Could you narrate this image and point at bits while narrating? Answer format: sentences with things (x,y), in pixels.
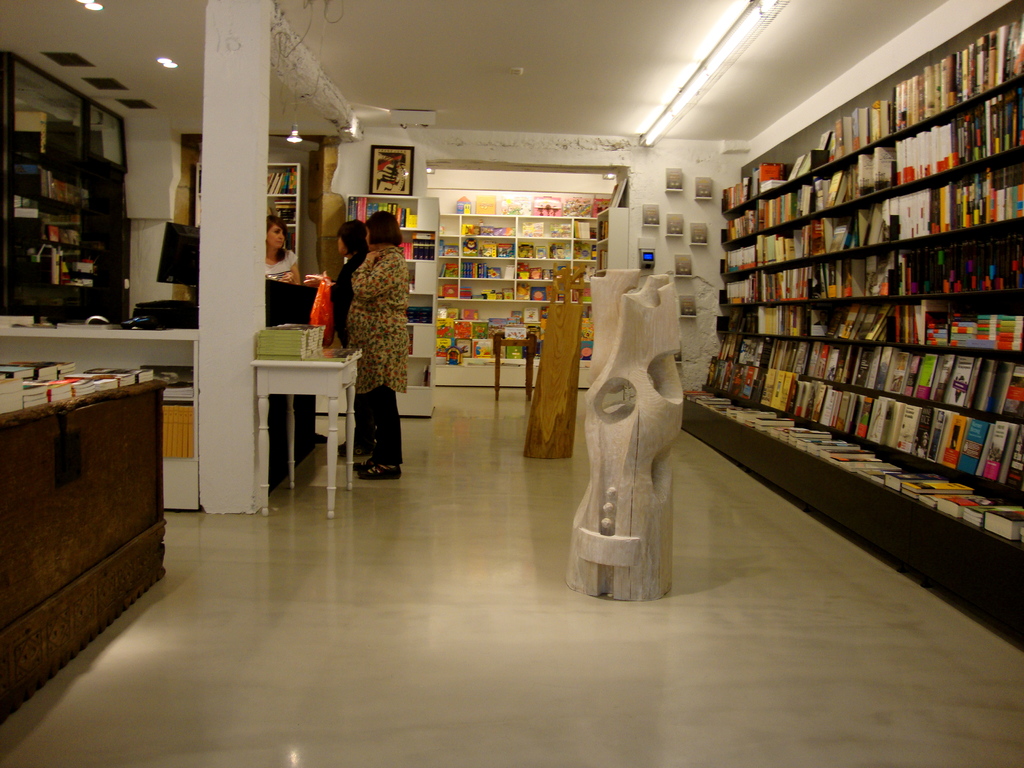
In this picture we can see books (999,123) and objects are arranged in the racks (970,237). We can see lights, pillar (228,62), frames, objects (633,304) and tables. On the tables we can see books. We can see women (376,270) are standing. At the bottom portion of the picture (323,689) we can see the floor (639,698).
